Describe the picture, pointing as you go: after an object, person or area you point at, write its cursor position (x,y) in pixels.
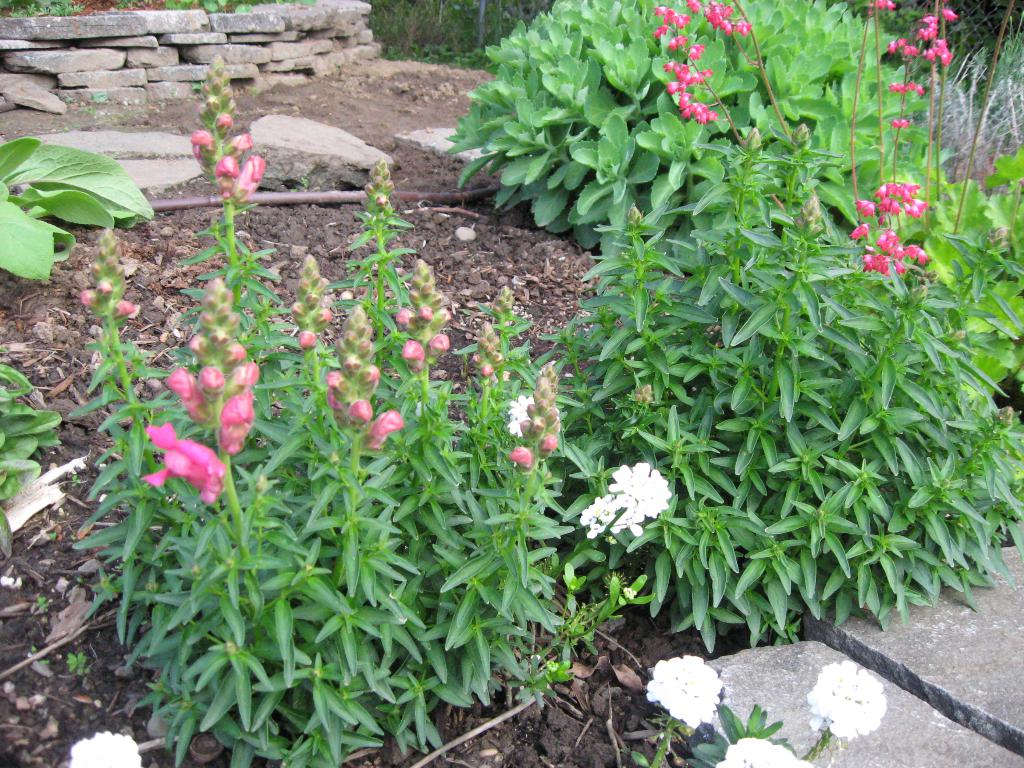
In the image we can see plants (160,494) and flowers (214,482), pink and white in colors. Here we can see the soil (485,291), wooden pieces (55,626) and stones (273,138).
